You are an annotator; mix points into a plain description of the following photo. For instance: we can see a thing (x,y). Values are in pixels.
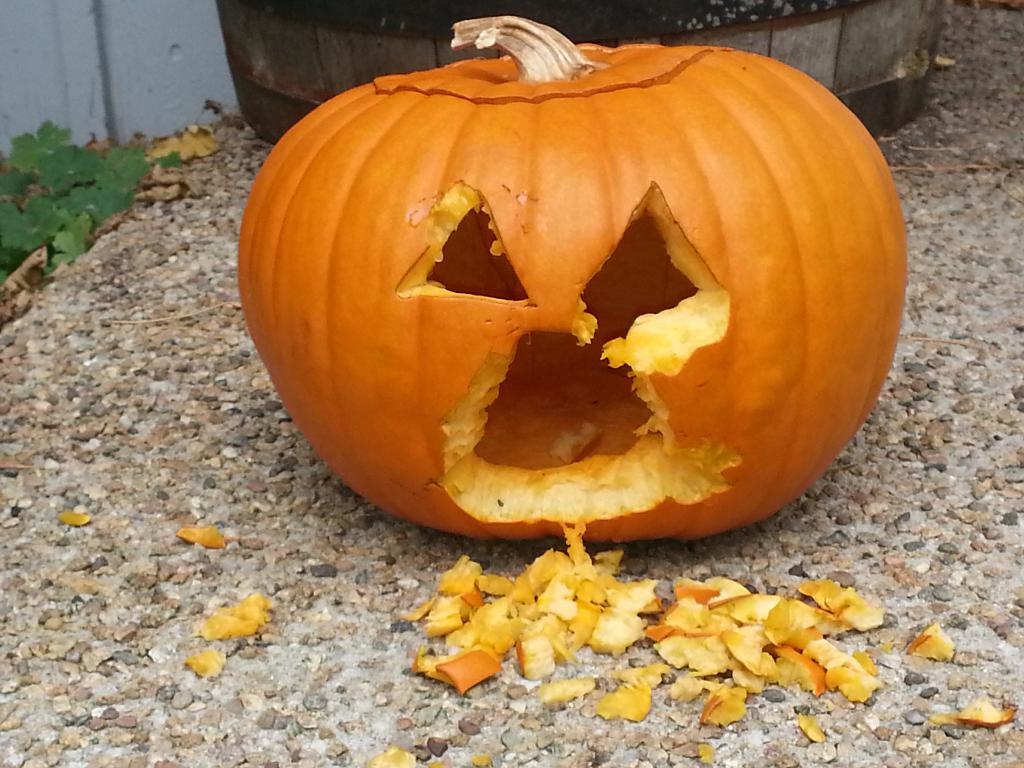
In this picture we can see a pumpkin (446,375), stones (984,354) on the ground (1011,328) and in the background (295,96) we can see an object (259,77), leaves (98,155) and the wall (120,57).
